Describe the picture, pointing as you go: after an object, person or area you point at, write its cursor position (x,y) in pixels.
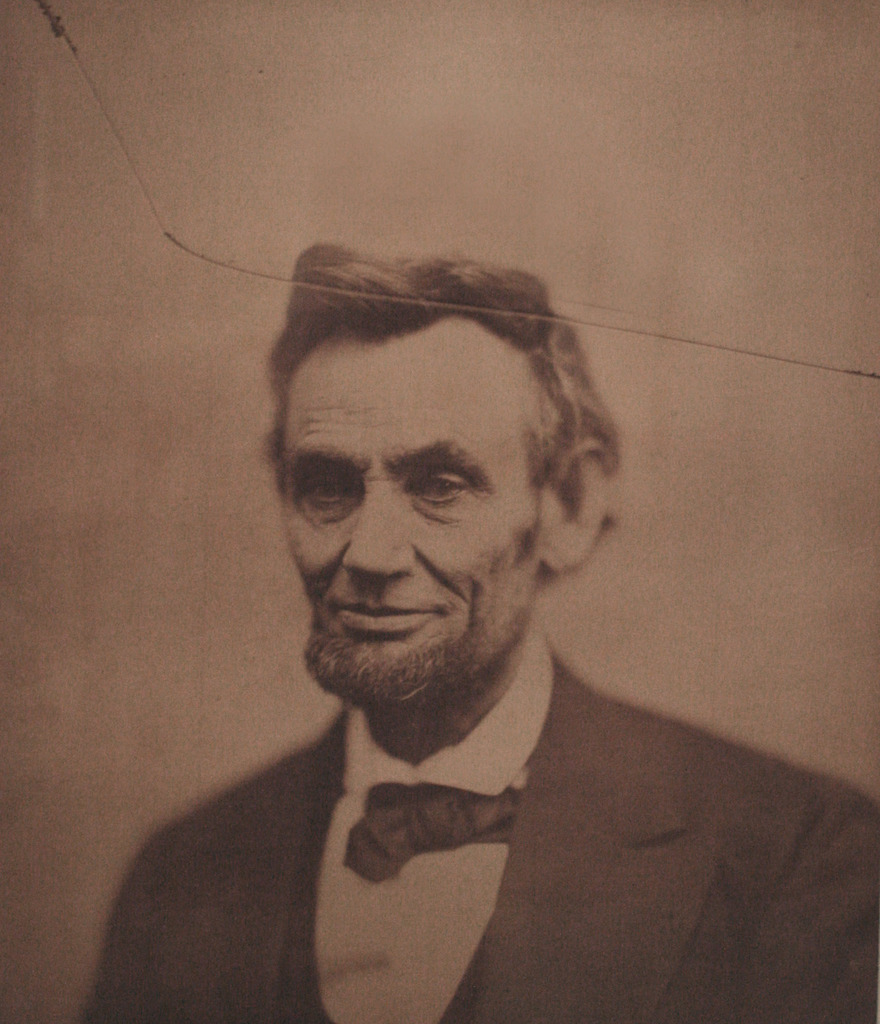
In this picture we can see a man (176,864) wore a blazer (587,764), bow tie (380,840) and smiling.
